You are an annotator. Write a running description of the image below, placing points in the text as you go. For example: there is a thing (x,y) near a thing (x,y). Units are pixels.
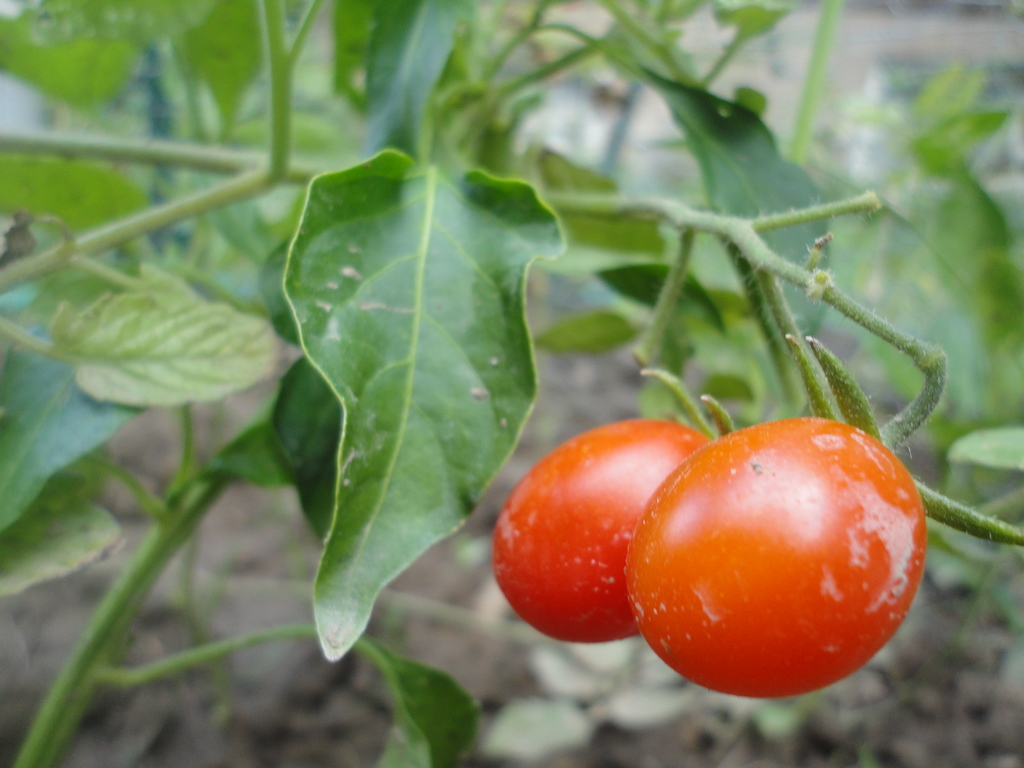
This picture consists of plants (452,141), on plants (666,276) I can see leaves (316,325) and stems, two red color tomatoes (736,531) visible.
